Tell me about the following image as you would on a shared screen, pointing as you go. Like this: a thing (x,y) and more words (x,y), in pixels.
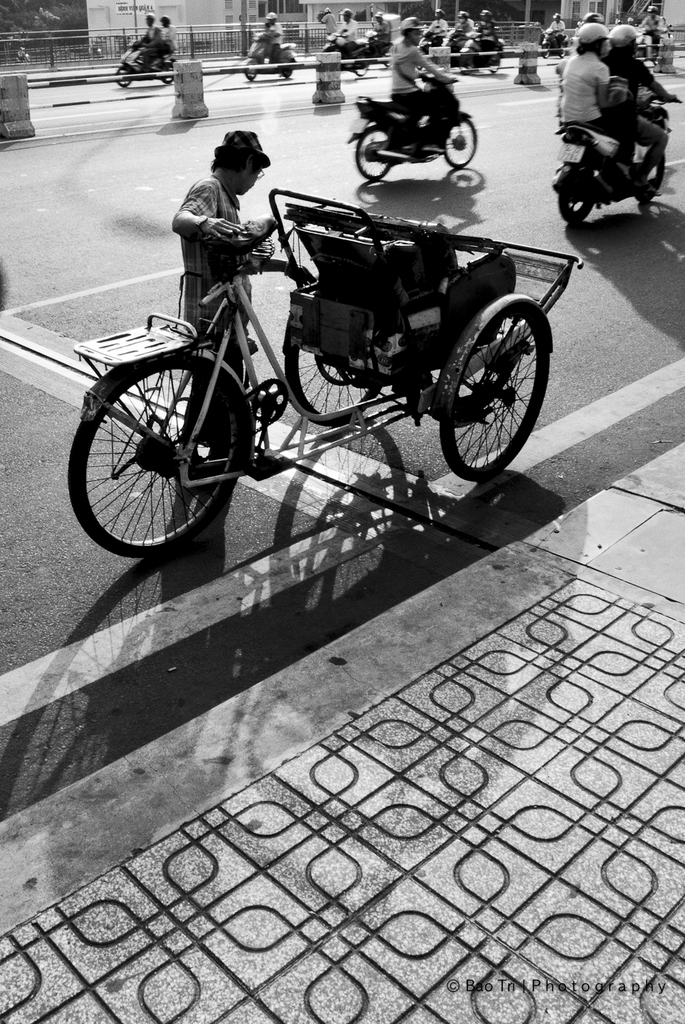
As we can see in the image there are few people (280,34) riding motorcycle (411,138), bicycles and there is a fence (50,61).
